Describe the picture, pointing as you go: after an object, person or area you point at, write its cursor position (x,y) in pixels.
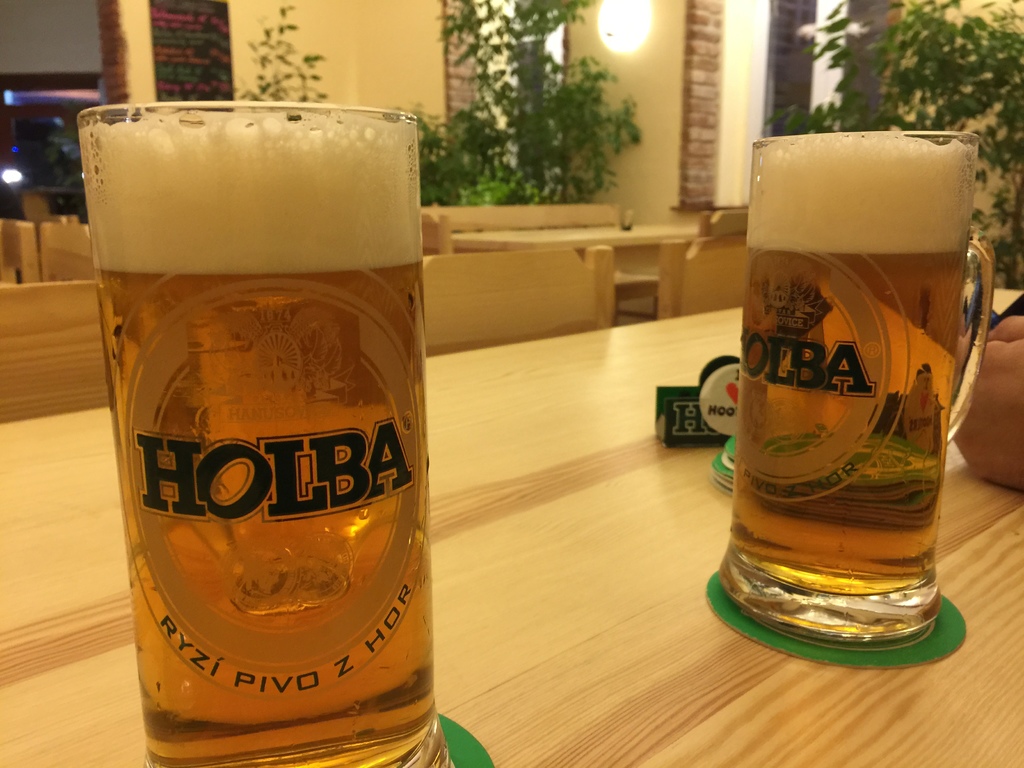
In this image, I can see two glasses (327,633) with liquid (889,559) and there are few objects (688,442) on a wooden table (514,644). On the right side of the image (986,409), I can see a person's hand (994,402). In the background (475,111), there are trees (938,103), lights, tables (516,243) and chairs (673,257).
